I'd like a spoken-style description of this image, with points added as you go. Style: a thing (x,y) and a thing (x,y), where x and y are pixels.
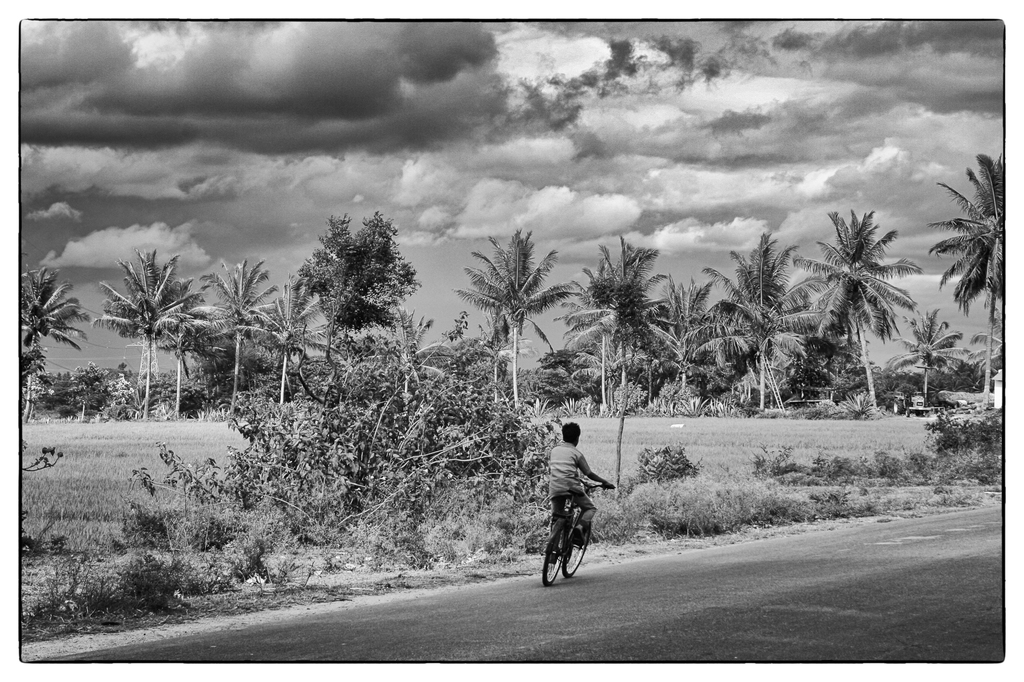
In the image there is a boy (578,500) riding bicycle (583,550) on road (608,643). On the left side (88,490) there are many trees (642,347) and farms (155,465) and above sky (488,145) is filled with clouds (609,149).
